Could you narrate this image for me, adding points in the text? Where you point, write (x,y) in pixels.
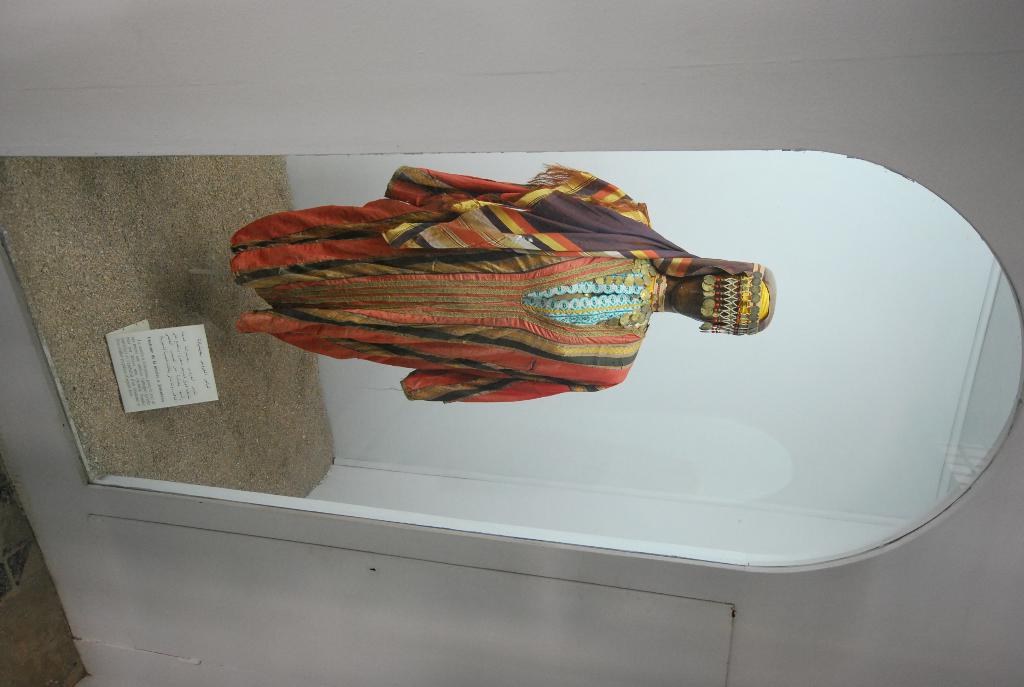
In this picture we can describe about the colorful cloth dress (438,332) on the statue (491,351) is placed in the mirror box (212,331). In front (174,430) bottom side we can see some sand (200,413) and paper brochure (200,397).
